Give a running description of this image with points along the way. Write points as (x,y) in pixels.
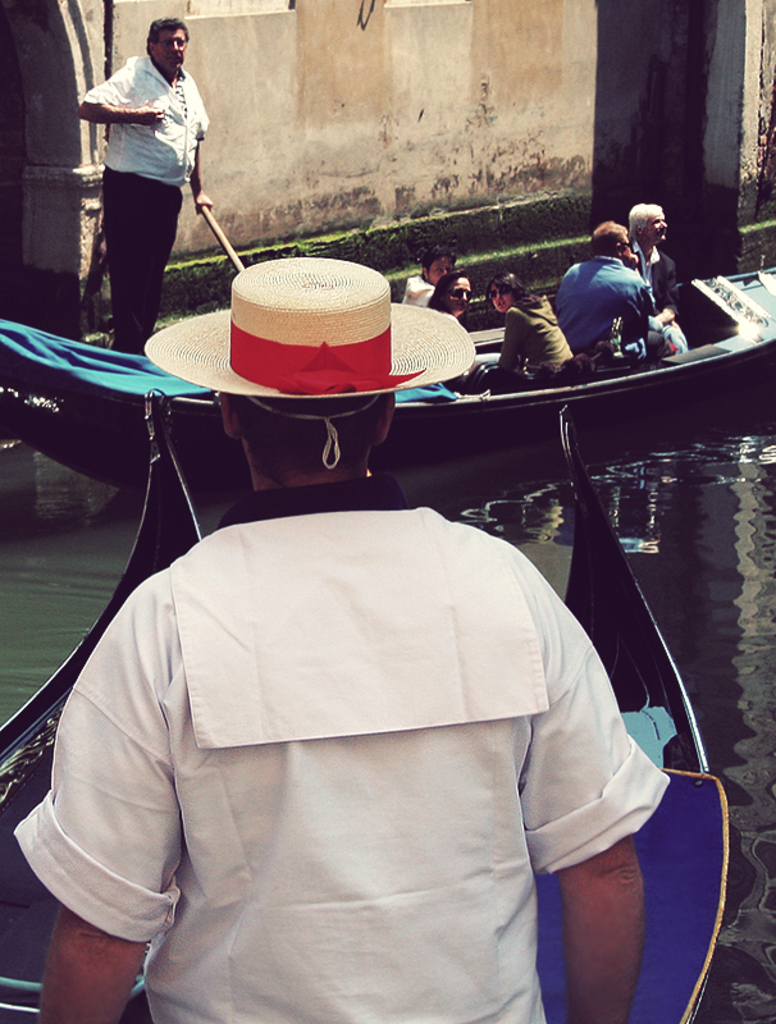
In this image I can see few boats (656,392) on the water (651,509) and I can see few people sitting in the boat (642,393). In front (548,799) the person (449,768) is wearing white color dress (496,768).
